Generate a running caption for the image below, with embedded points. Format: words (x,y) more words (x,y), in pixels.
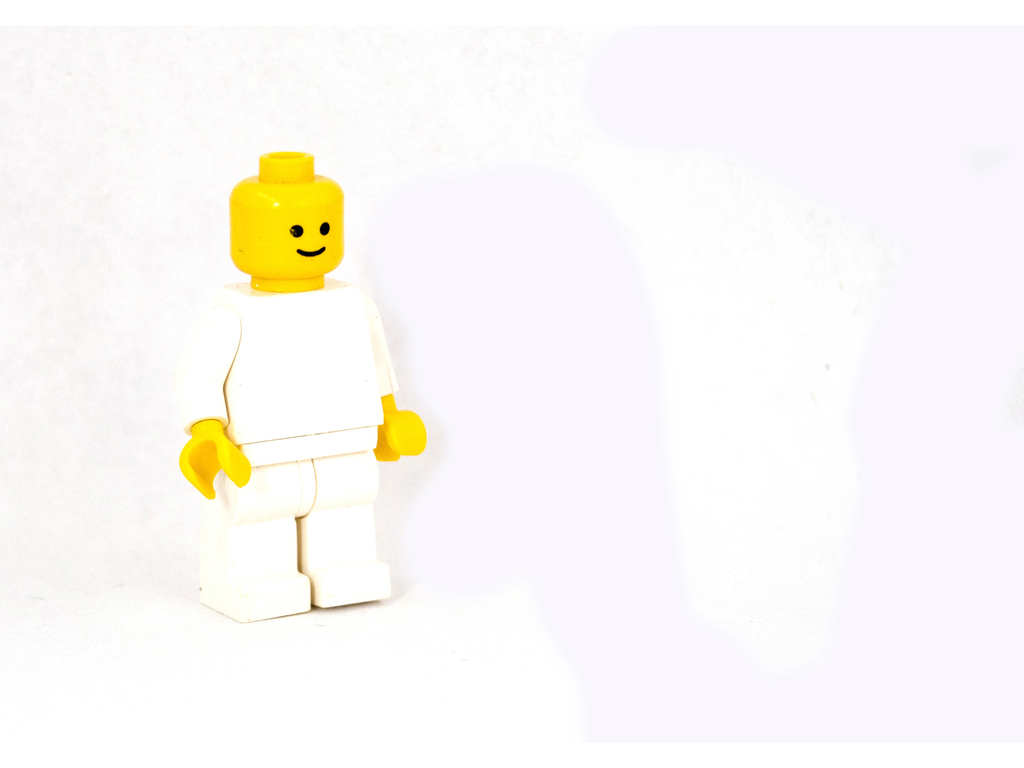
In this image I can see a toy (250,427) which is white, yellow and black in color. I can see the white colored background (587,286).
